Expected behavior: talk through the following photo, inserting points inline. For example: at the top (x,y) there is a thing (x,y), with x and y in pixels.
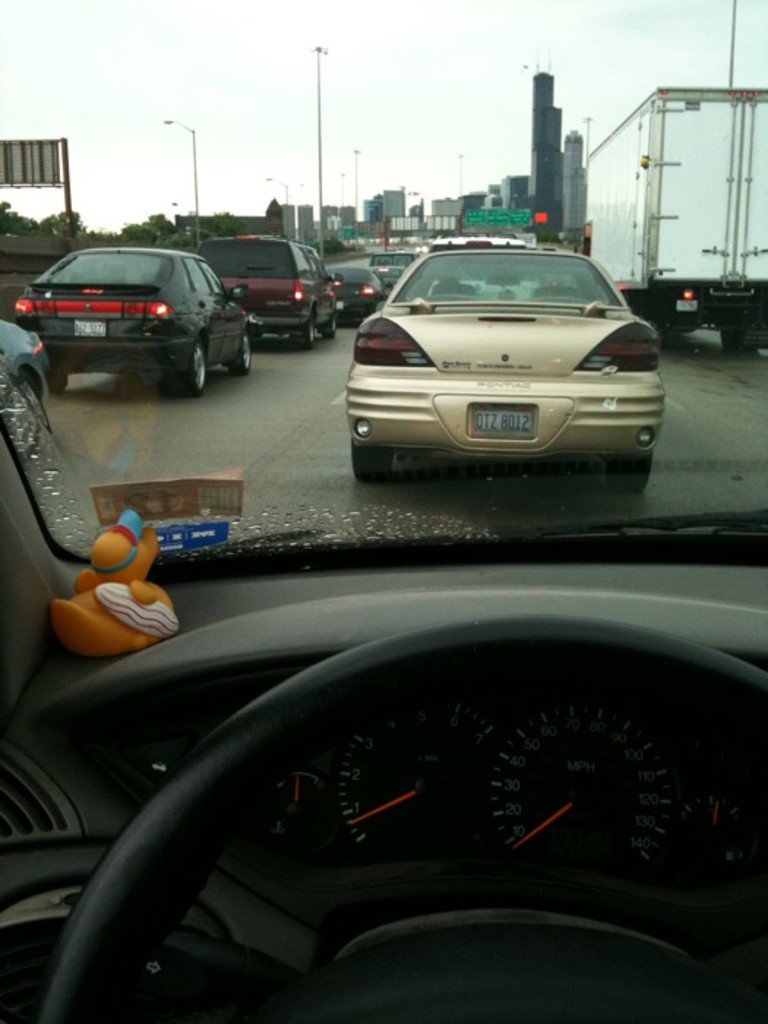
In this image we can see some vehicles (502,307) on the road (684,420), we can also see buildings (565,203), boards (520,217) with some text (473,224) and poles (321,208). On the left side of the image (221,236) we can see some trees (176,236). In the foreground of the image (469,782) we can see inside view a vehicle (308,867) and a doll (92,641) placed on the surface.
